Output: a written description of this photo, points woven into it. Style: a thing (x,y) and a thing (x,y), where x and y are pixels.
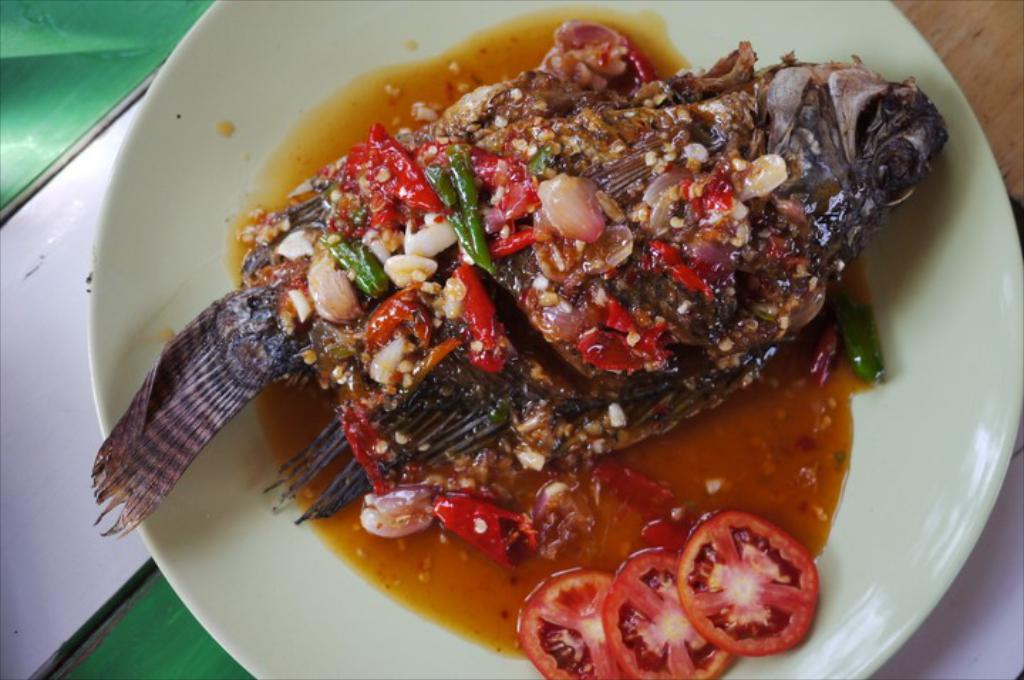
In this picture there is a fish (514,288) and some other eatables (581,201) placed on it in a white color plate (756,413).
